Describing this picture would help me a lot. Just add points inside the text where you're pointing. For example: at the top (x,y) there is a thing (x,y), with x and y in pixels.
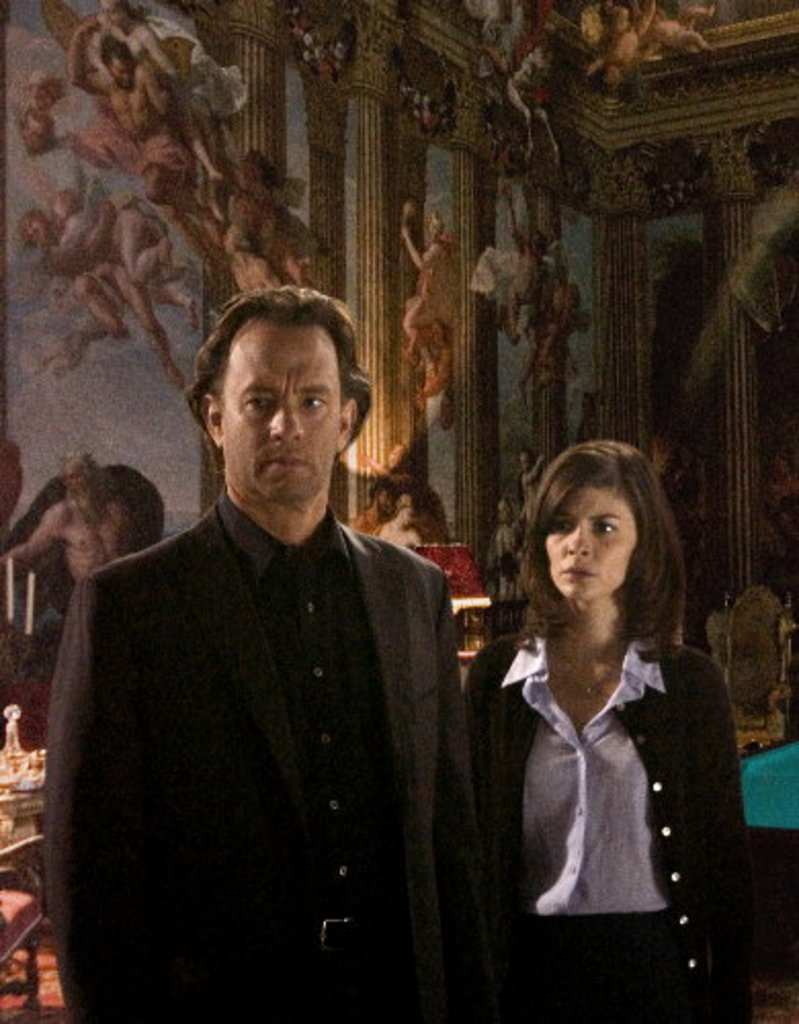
In this image we can see two people (301,670) standing and also we can see some design (162,256) on the wall (184,112), there are some chairs (13,899) and other objects (26,792) on the floor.
